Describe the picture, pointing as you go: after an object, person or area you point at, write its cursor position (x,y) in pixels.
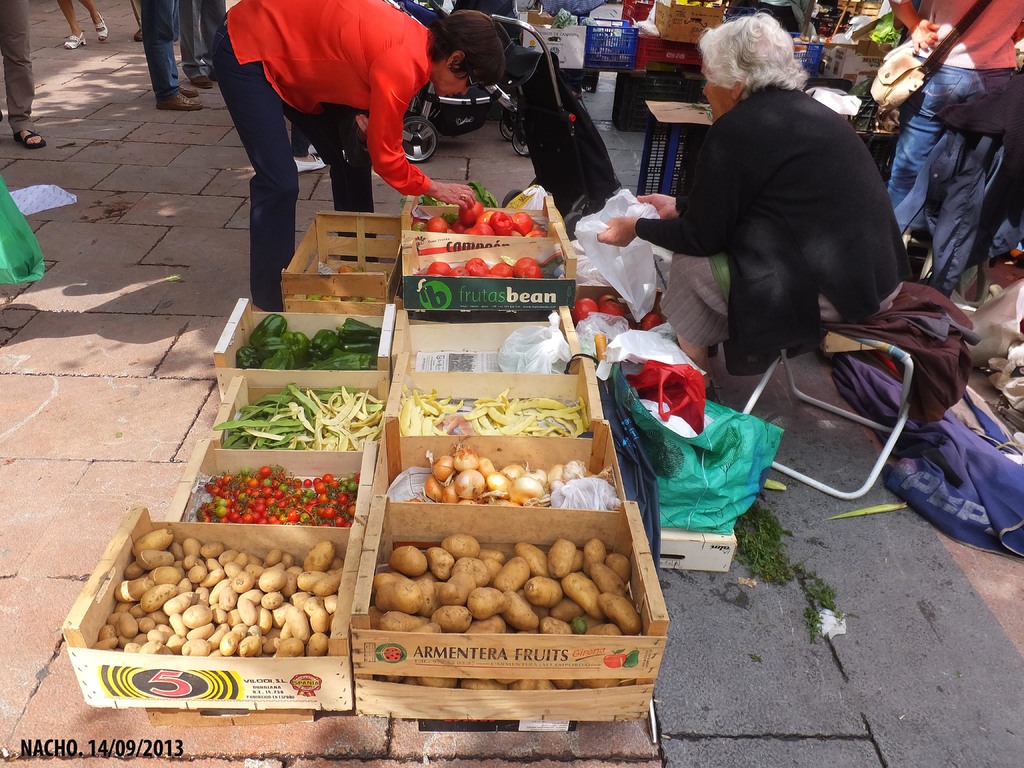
In this picture there are vegetable boxes (257,531) in the center of the image (515,388) and there are other vegetable boxes (816,48) at the top side of the image (715,13), there are people (399,52) in the image, it seems to be the place of a market (240,207).
